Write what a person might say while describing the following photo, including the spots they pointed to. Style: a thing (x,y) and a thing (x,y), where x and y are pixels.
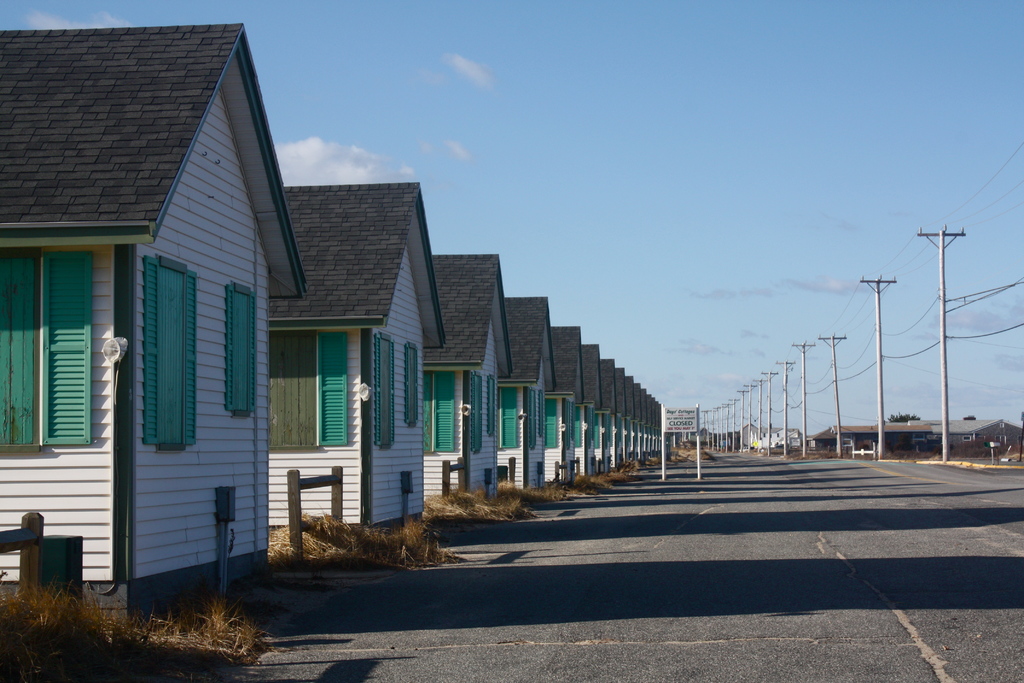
This picture is clicked outside. On the right (942,234) we can see the cables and the poles (784,416). On the left (176,444) we can see the houses (65,171), grass (393,544) and some other objects (65,547). In the center (677,422) we can see the text (681,422) on the poster (674,422) attached to the rods (699,426). In the background (659,199) we can see the sky (744,185), trees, houses (756,428) and some other items (775,443).
